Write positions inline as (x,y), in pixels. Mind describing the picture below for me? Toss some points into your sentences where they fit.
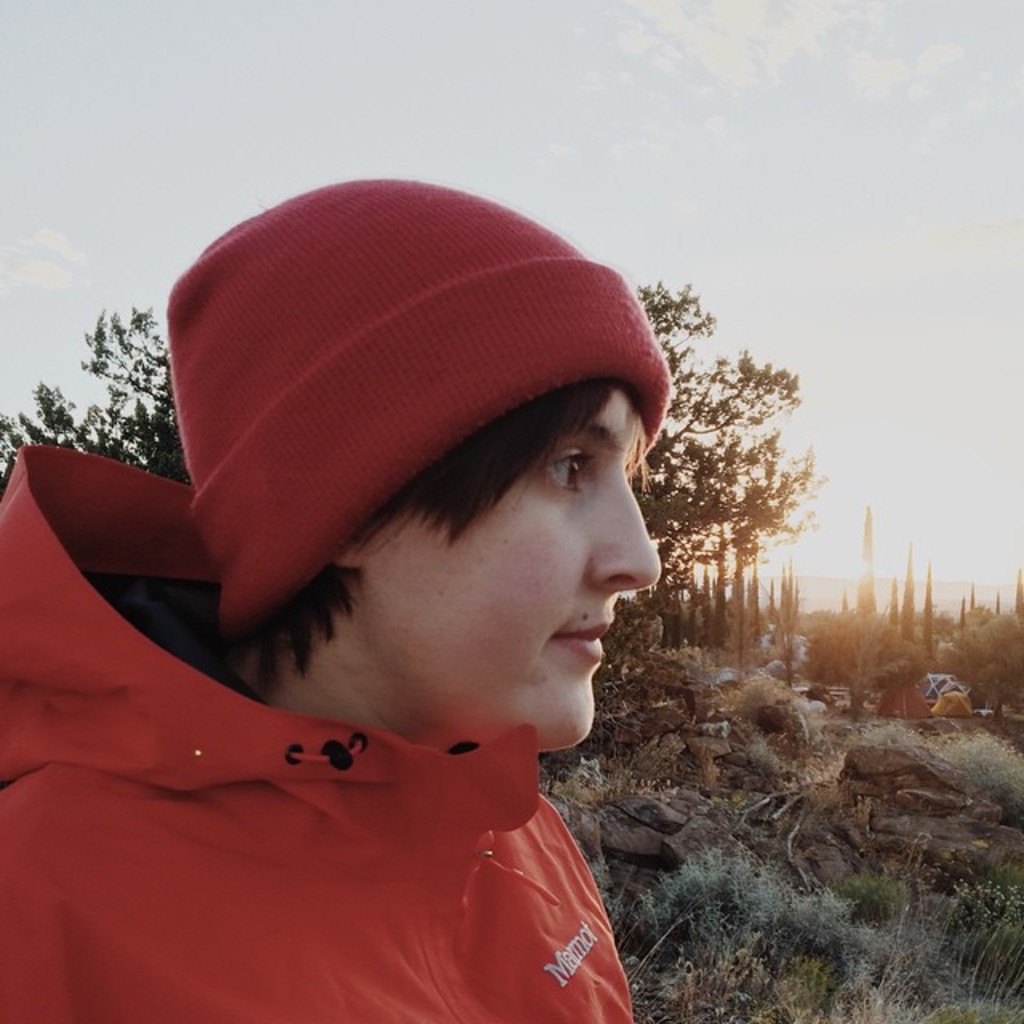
In this image I can see the person (251,811) with the dress (249,827) and cap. In the background (677,910) I can see the grass (675,928), many trees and the sky (462,151). To the right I can see few tents (919,713).
